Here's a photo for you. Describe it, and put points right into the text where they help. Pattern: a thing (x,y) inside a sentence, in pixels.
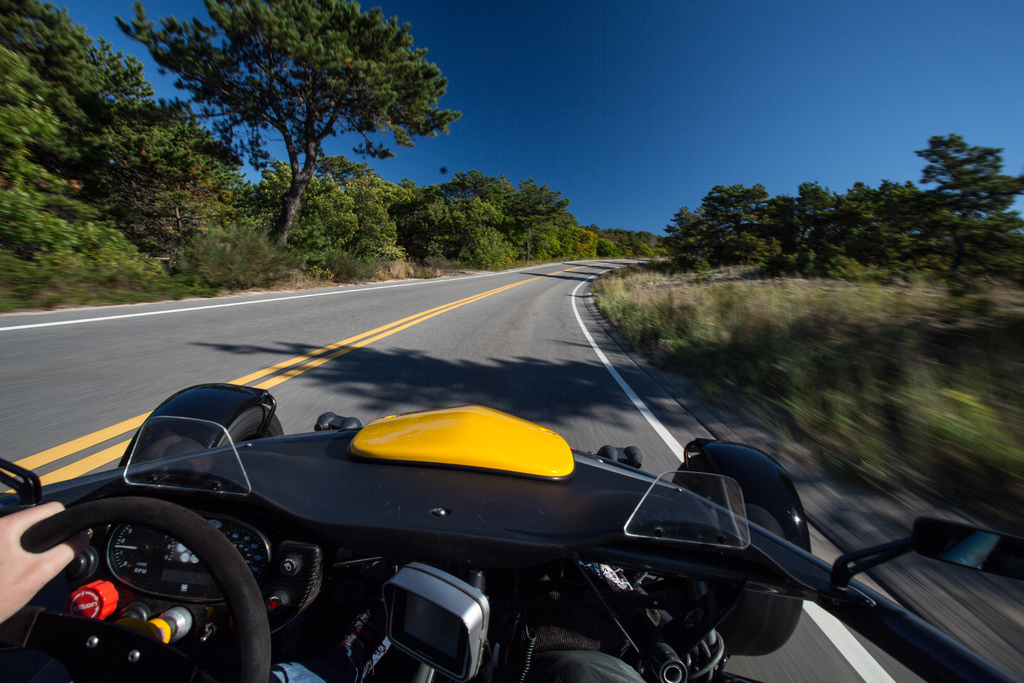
In the background (822,42) portion of the picture we can see the sky (1014,0). On either side of the road (172,309) we can see the trees (530,232), plants (981,332). At the bottom portion of the picture (3,553) we can see the hand (7,544) of a person (11,556) holding a steering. We can see the partial part of a vehicle (92,558).
